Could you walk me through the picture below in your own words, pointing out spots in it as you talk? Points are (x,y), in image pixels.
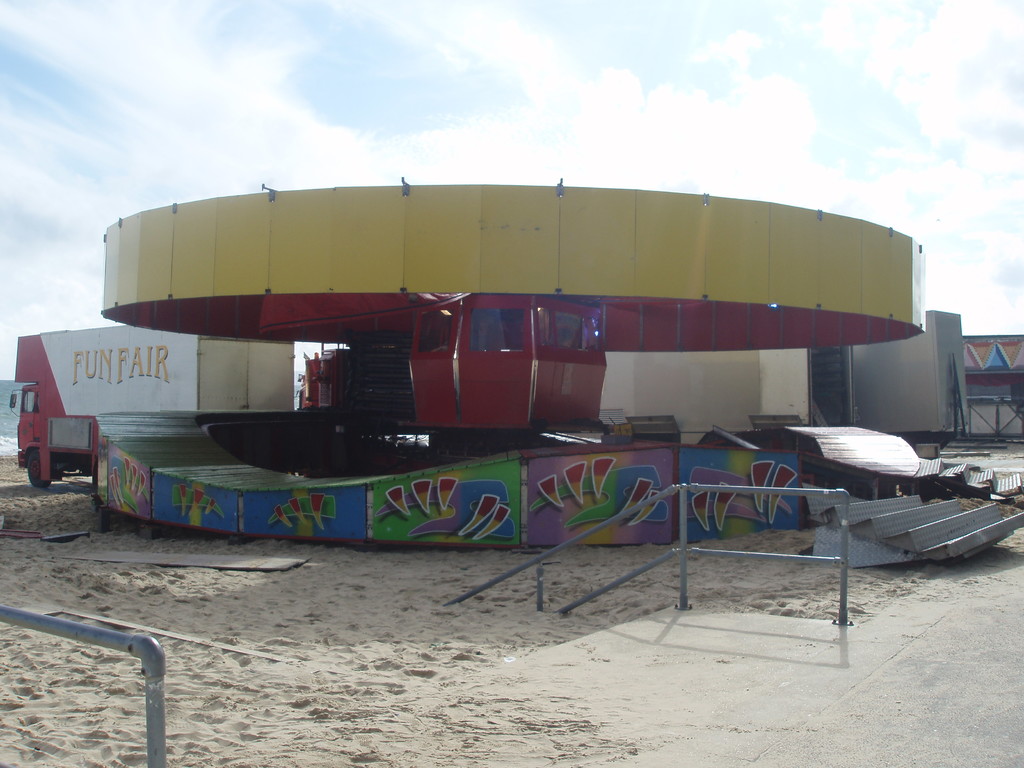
In this image we can see a ride (797,524), there is a staircase (834,548), there is a fencing (628,574), there is a sand (181,579), at the back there is the water (8,425), the sky (252,92) is cloudy.
